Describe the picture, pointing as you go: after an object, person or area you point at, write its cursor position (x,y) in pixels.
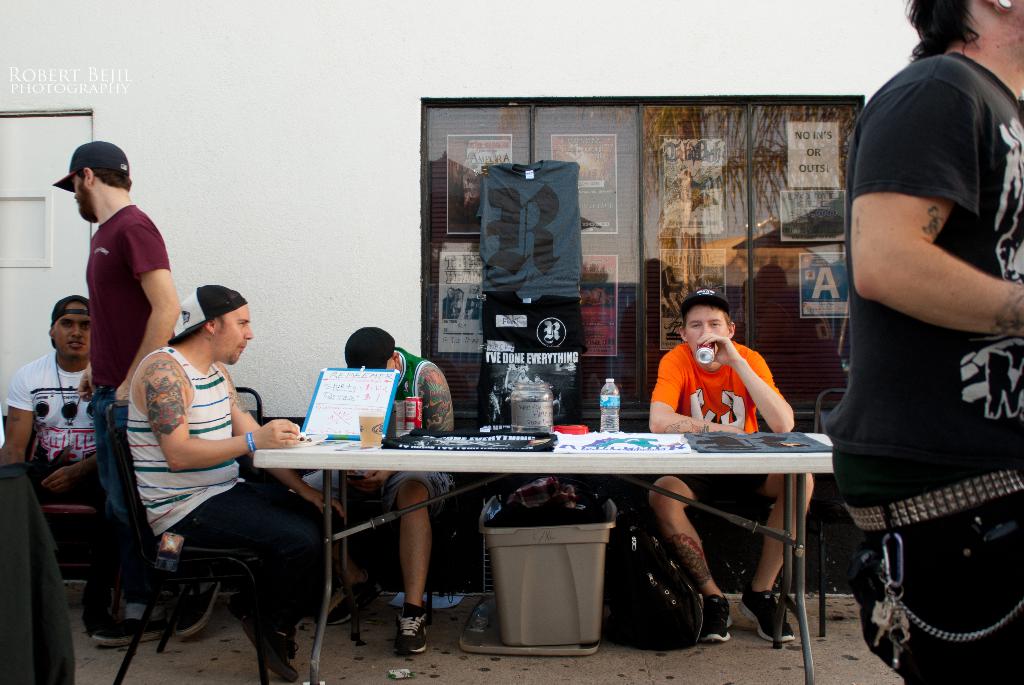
In this image I can see number of people (958,56) where few of them are standing and rest all are sitting. On this I can see a bottle (613,396) and a cup (373,417).
